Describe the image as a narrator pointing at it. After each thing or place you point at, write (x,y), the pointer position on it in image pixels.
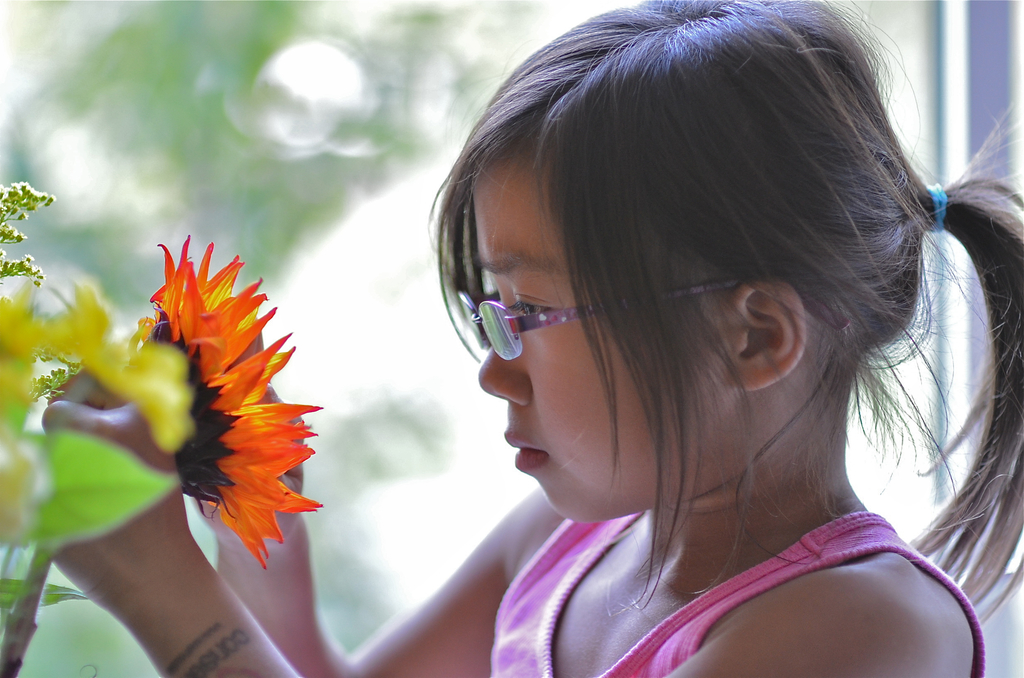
In the center of the image (604,315) a girl (664,451) is holding a flower (205,438). On the left side of the image (126,474) we can see flowers (127,391), leaves (83,456). In the background (360,290) the image is blur.
